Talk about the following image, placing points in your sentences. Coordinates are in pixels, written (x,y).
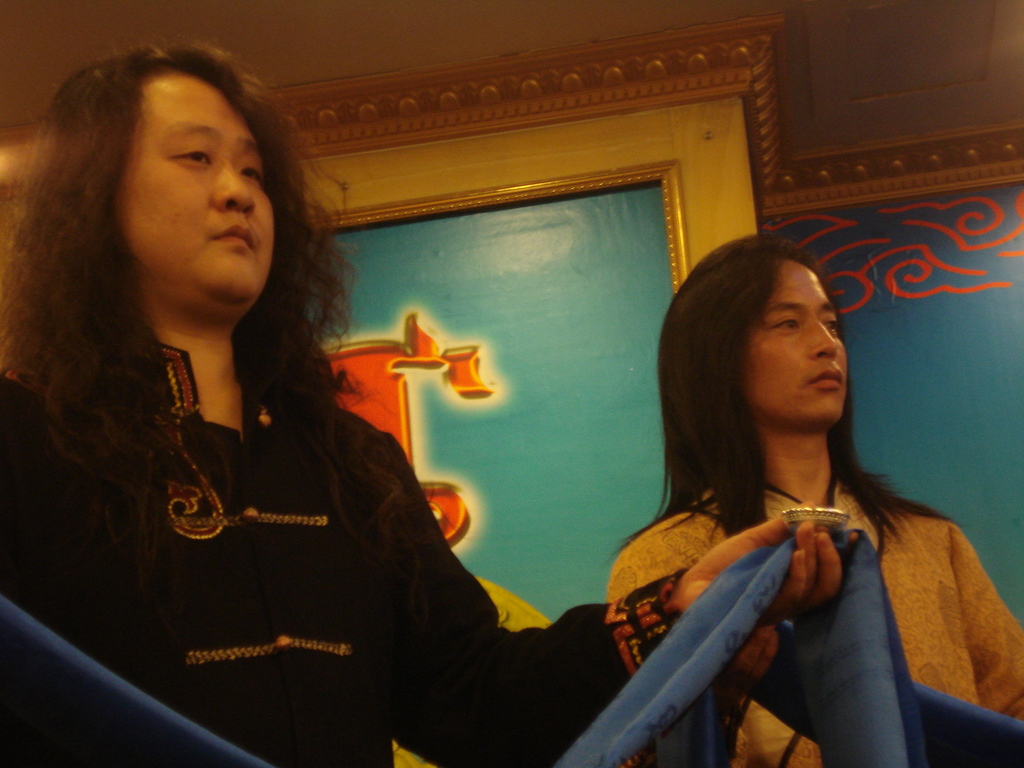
There are people (715,545) standing and holding clothes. In the background (416,317) we can see frame (529,326) on a wall (742,180).
